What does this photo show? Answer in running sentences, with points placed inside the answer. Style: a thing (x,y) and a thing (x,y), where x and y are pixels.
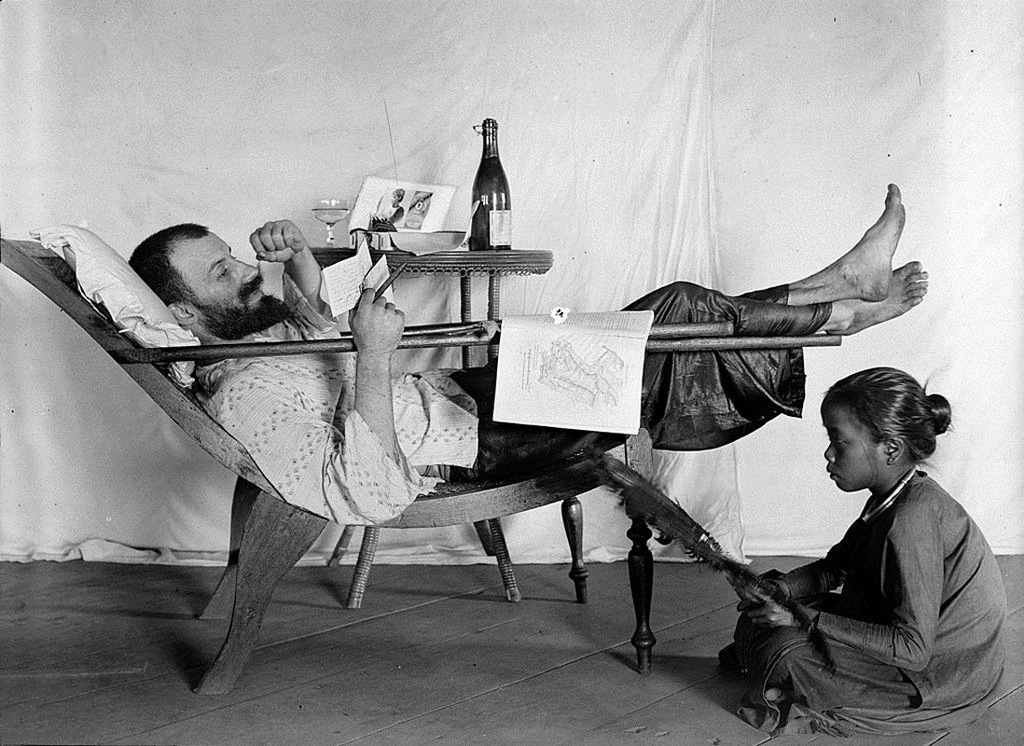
This is a black and white image and on the right side (885,689) a kid (885,689) is sitting on the floor (936,742) and holding a whisk (646,510) in the hand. There is a man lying on a chair (72,298) and holding papers (351,307) and a pen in the hand (361,326) and there is a book (601,421) on the chair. In the background (190,113) there is a wine bottle (501,196), glass (343,215), book (370,219) and objects (439,249) are on a stand (430,263) at the curtain cloth (241,135).
